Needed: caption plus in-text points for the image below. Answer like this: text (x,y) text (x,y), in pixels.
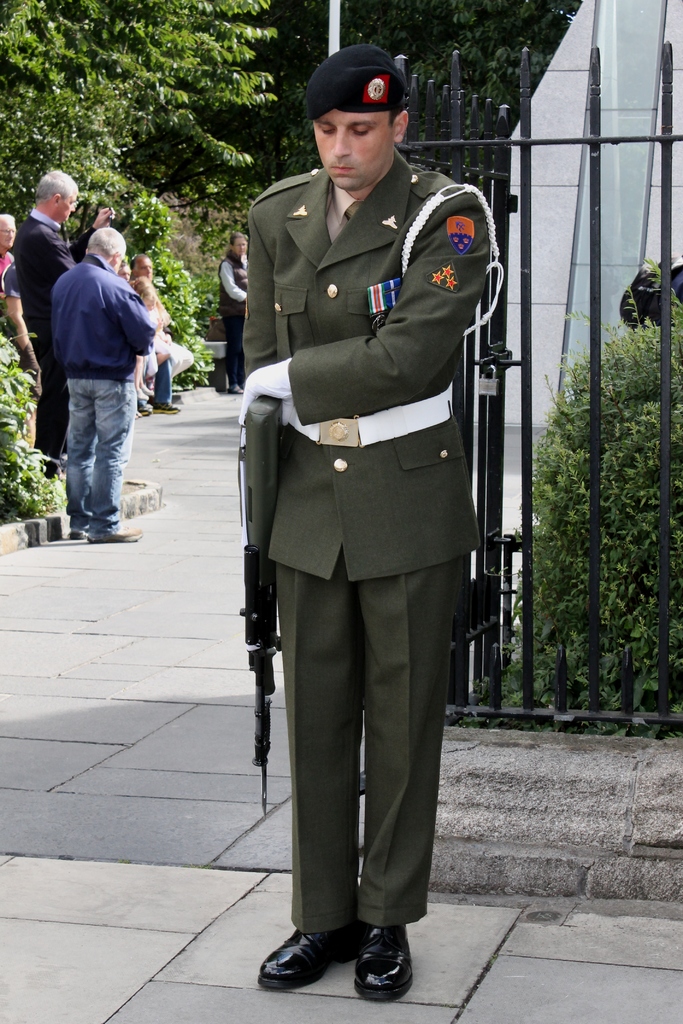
In this image we can see a person (357,456) wearing uniform (316,510) and holding gun (270,433) in his hands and in the background of the image (135,270) there are some persons (39,341) standing, there is fencing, there are some trees (178,161) and there is walkway (150,634).
